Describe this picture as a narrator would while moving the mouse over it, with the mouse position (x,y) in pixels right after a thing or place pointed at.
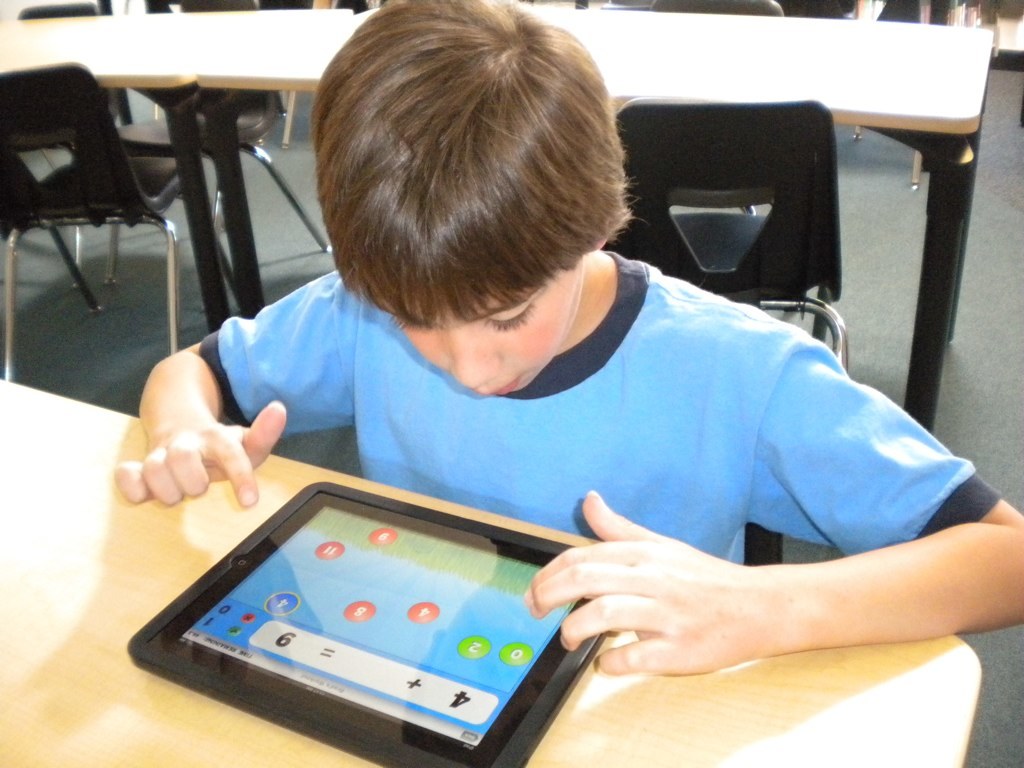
This boy (685,282) wore blue shirt (644,453) and looking on this iPad (440,590). On this table (218,537) there is a iPad (452,618). At the back (805,208) we can able to see tables (779,44) and chairs (43,114).
